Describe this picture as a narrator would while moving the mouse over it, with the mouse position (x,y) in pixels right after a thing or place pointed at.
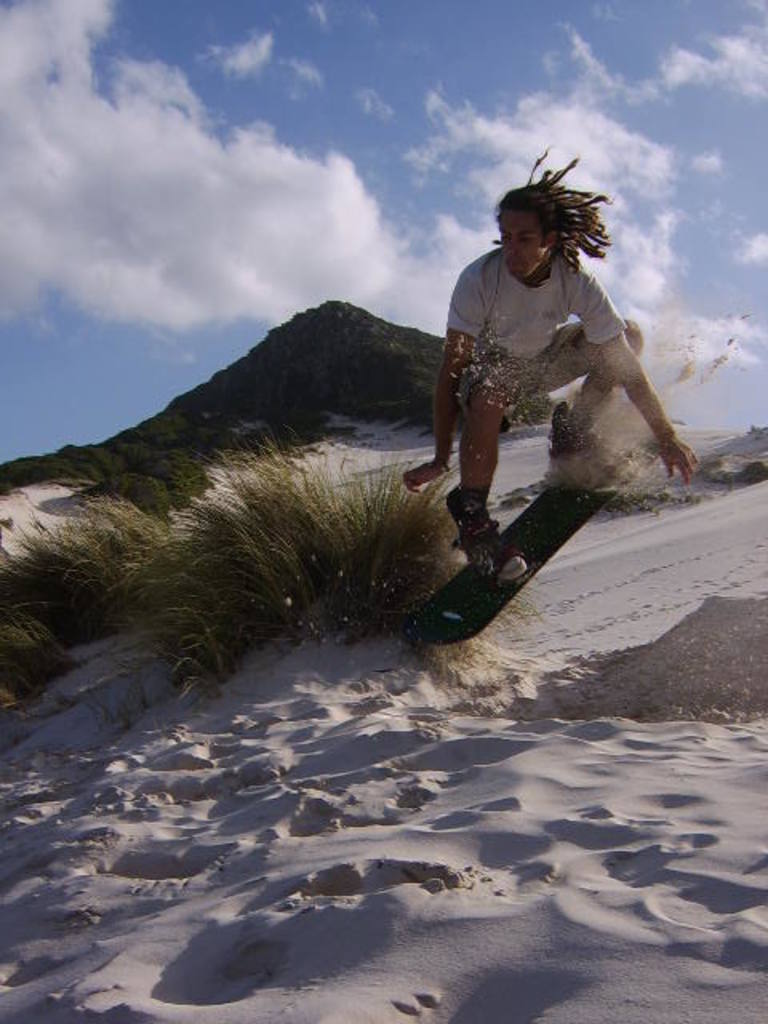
At the top (427,52) we can see sky (355,95) with clouds (276,194). These are bushes (255,582). Here we can see one man (513,258) with long hair (565,224) skating in a sand (259,793).
